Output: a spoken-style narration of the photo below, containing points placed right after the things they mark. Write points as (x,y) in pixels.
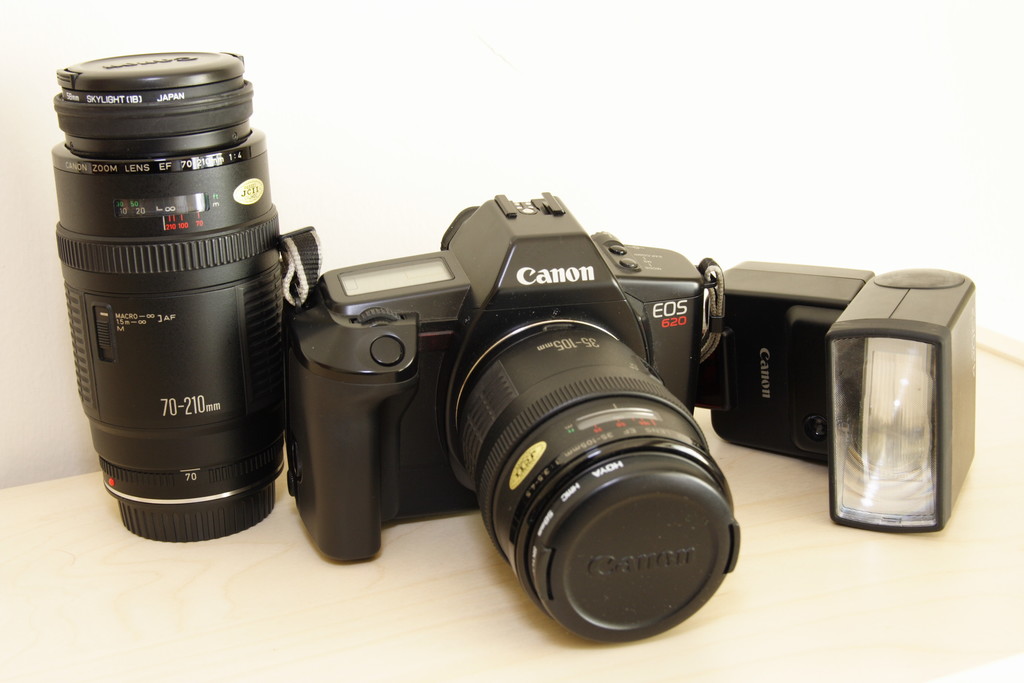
In this picture we can see black canon camera (610,440) in the middle (509,382). Beside there is a black lens (221,395) and on the right side (861,433) we can see the flash light (873,472).
